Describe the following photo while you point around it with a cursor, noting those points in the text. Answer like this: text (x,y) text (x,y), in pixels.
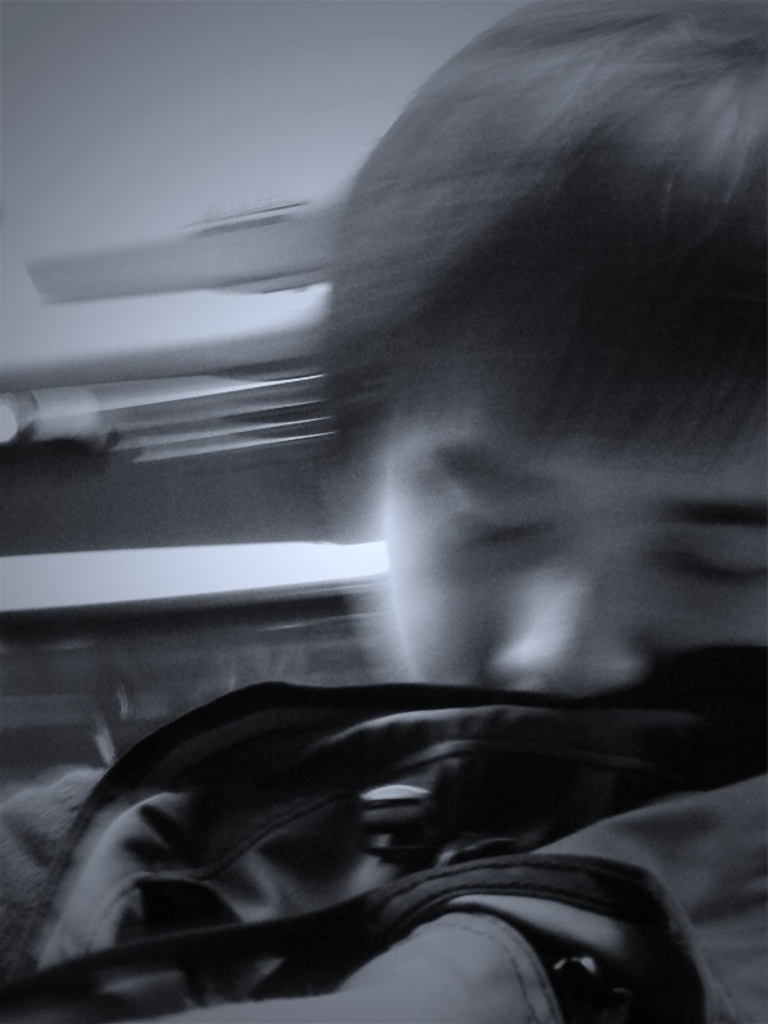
In this image we can see a man (509,628). In the background (81,323) there is a wall (192,517).
